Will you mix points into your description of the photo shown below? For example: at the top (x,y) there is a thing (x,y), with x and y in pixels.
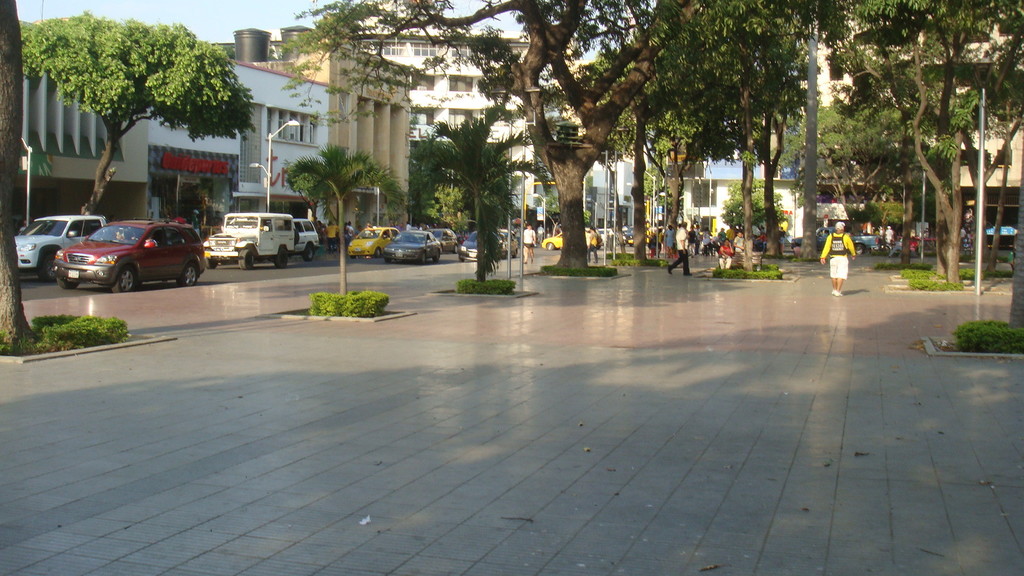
There is pavement (478,461) in the foreground area of the image (535,303), there are trees (737,213), poles (537,195), people (525,238), buildings (256,133) and the sky (190,17) in the background (469,104).
